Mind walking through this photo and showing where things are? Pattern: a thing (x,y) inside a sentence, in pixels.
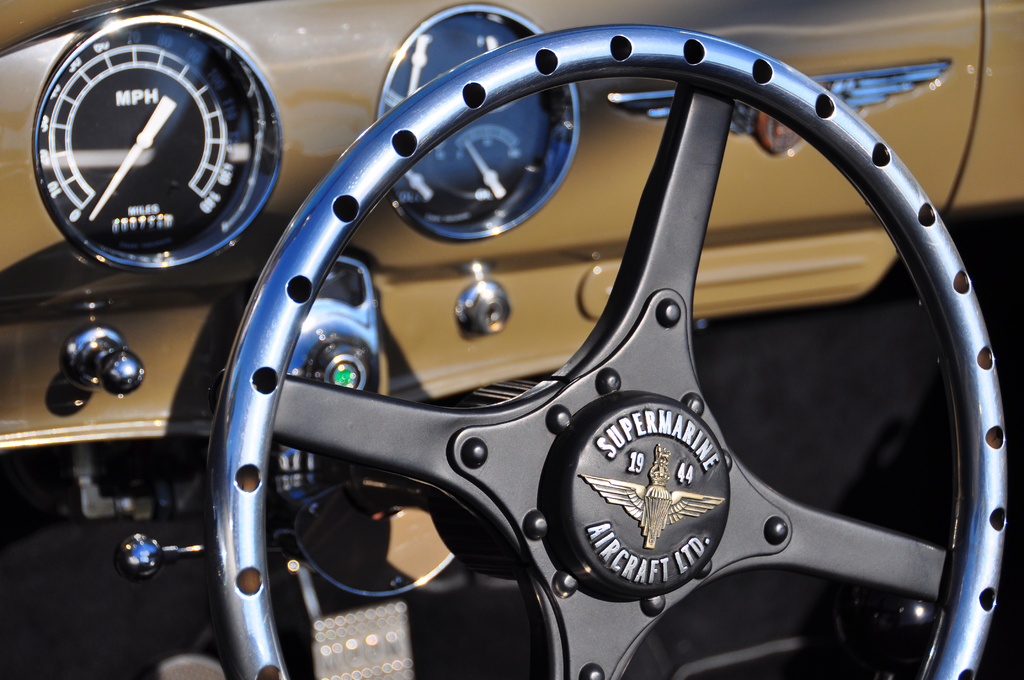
In this picture I can see a vehicle (122,417) in which I can see speed meters (527,203), steering (616,461).
